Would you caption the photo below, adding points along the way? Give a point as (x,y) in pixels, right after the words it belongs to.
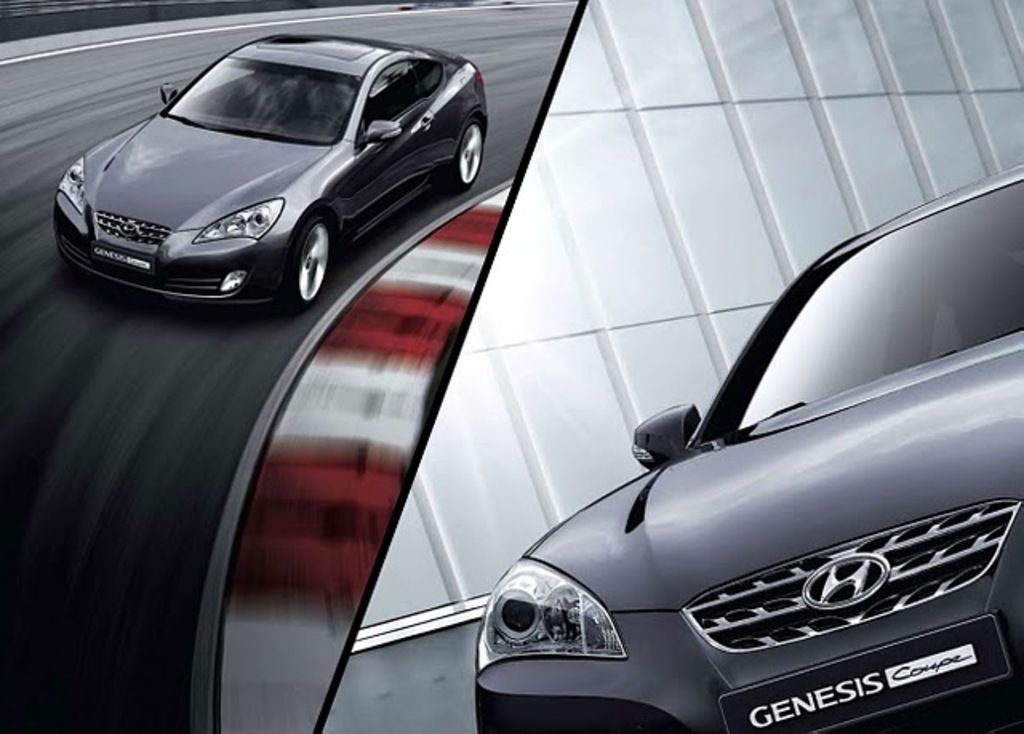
It is a photo collage, on the left side (301,276) a car (296,263) is moving on the road (247,338). In this a car (753,542) is in black color.
